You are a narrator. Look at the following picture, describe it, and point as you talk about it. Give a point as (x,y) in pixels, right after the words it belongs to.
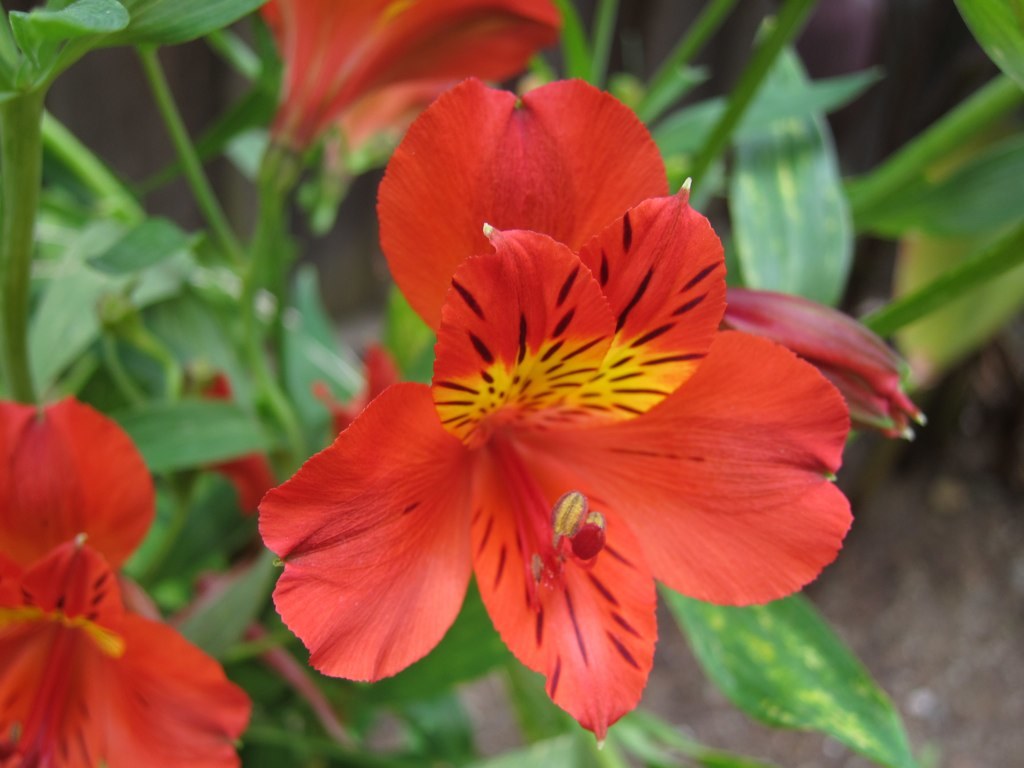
In this image, I can see the flowers (105,614) and leaves (844,246). There is a blurred background (888,47).
